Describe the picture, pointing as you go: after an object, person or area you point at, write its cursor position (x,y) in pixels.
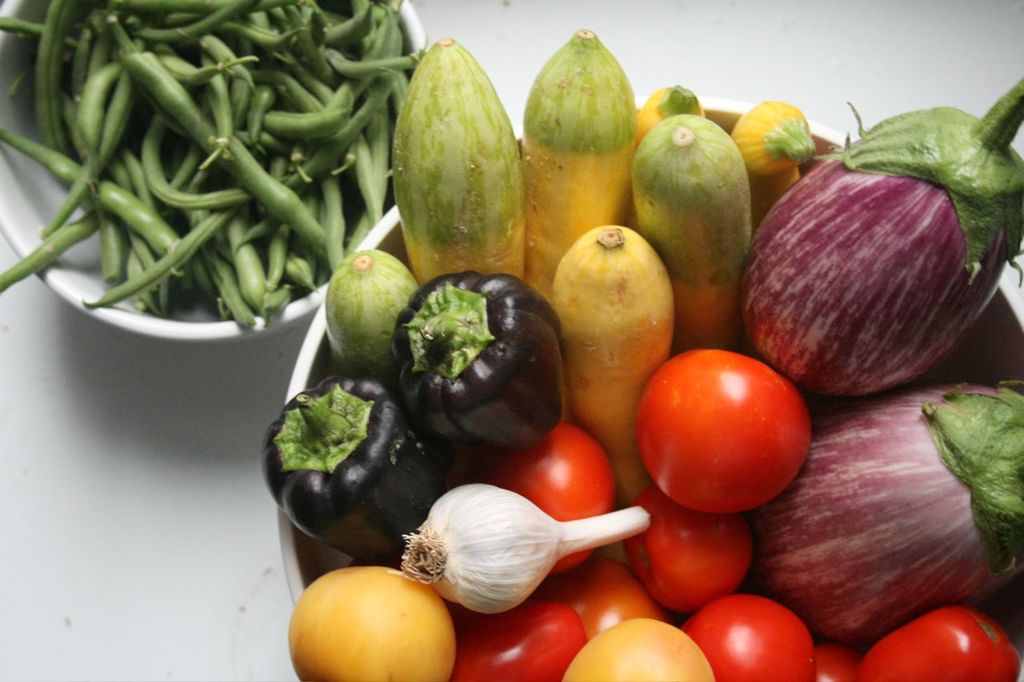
In this image, we can see so many vegetables (437,305) are there in the bowls (18,126). These bowls (23,104) are placed on the white surface (96,488).
